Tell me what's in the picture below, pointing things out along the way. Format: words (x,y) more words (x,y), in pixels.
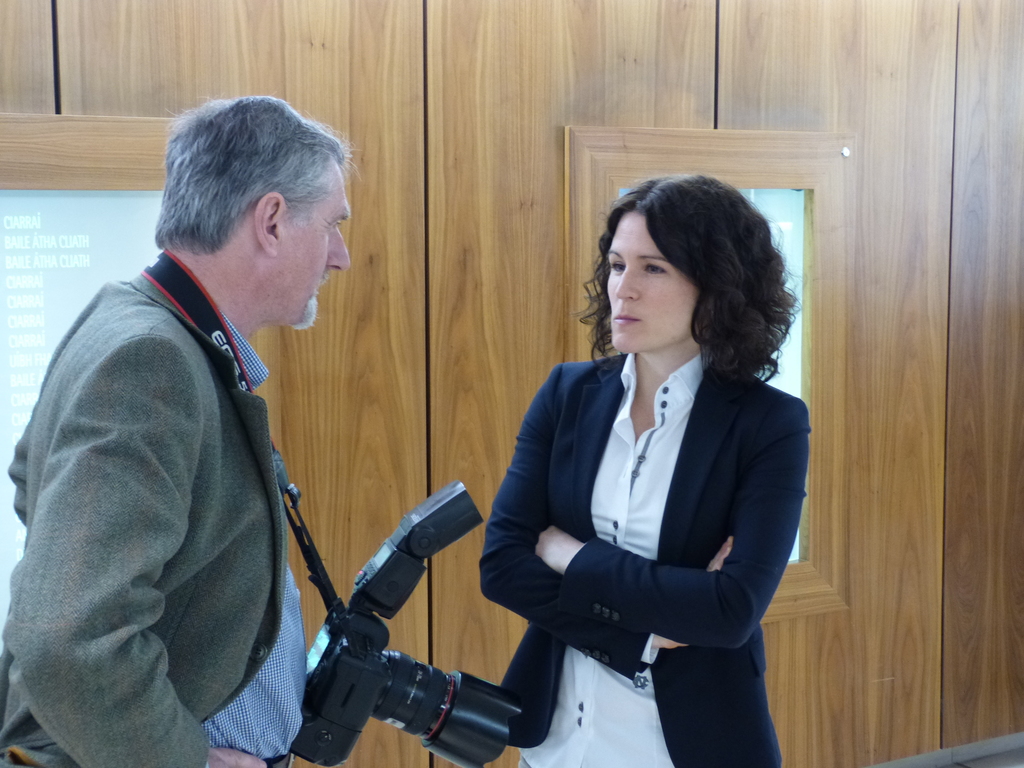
In this picture there are two people (523,520) standing, among them there's a man (269,516) carrying a camera (322,736). In the background of the image (378,349) we can see boards (835,428) on the wooden wall (555,224).
